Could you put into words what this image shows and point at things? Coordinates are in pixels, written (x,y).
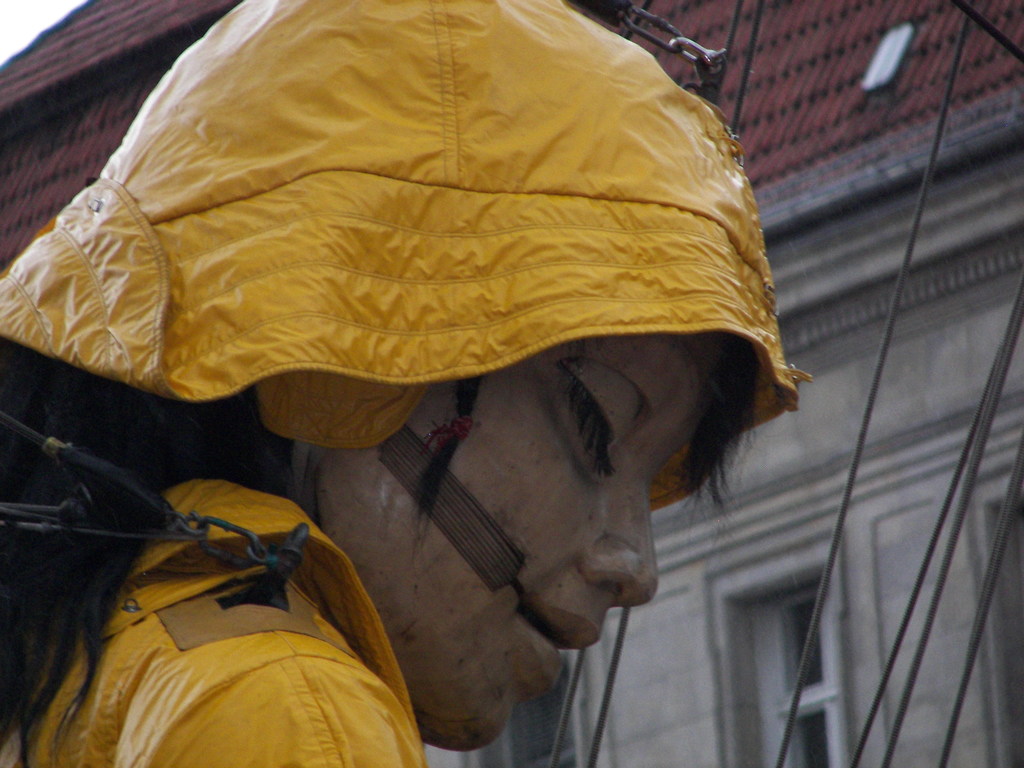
In this image I can see a doll (484,510) wearing yellow colored dress (270,727). In the background (850,185) I can see few wires (846,497), a building (867,501) which is cream and brown in color and the sky (12,18).
